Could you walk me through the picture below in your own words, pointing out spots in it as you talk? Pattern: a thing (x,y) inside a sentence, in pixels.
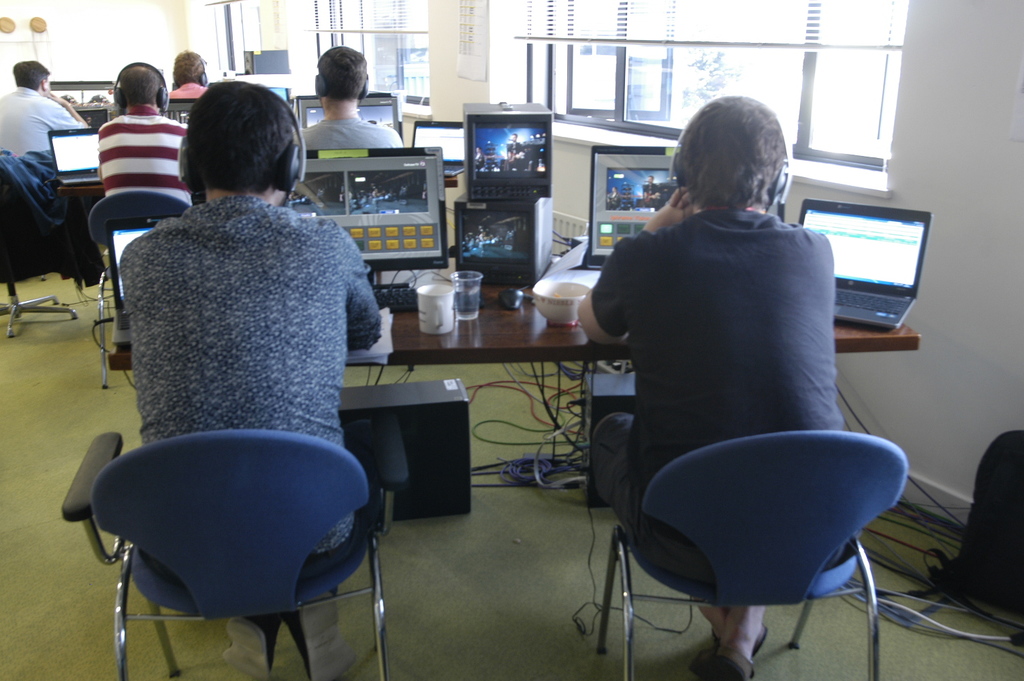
in this Picture we can see a group of people (170,176) sitting in the office (215,375) and watching the video (407,193) on the computer screen (403,215). On the right side (723,262) we can see a person (669,348) with blue color t-shirt (732,300) with headphone (684,187) watching the video (620,206) in the screen (856,271), at the left corner (86,166) laptop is placed and in the middle (443,288) a cup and water glass (463,314) is seen. On the right side of the wall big window (689,62) and trees (684,62) can be seen.
